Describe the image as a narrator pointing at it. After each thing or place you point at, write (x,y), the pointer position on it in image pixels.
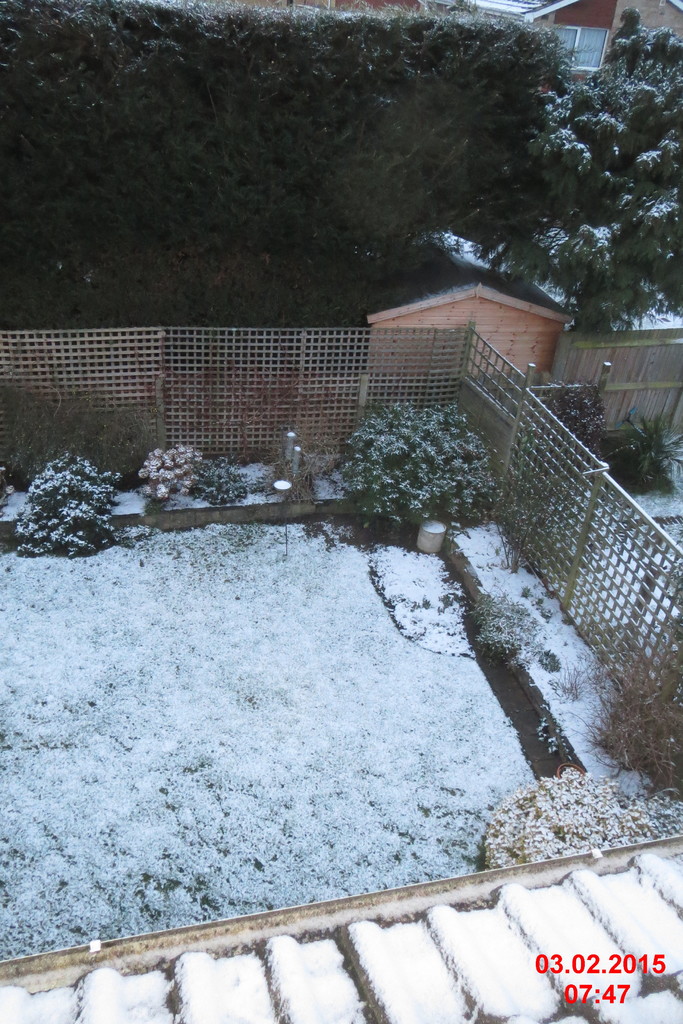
In this image there are plants (439,440). There is a wooden fence (471,412). At the bottom of the image (395,756) there is snow (288,887) on the surface (272,903). In the background of the image (288,301) there are trees (462,160), buildings (497,286) and there is some text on the right side of the image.
